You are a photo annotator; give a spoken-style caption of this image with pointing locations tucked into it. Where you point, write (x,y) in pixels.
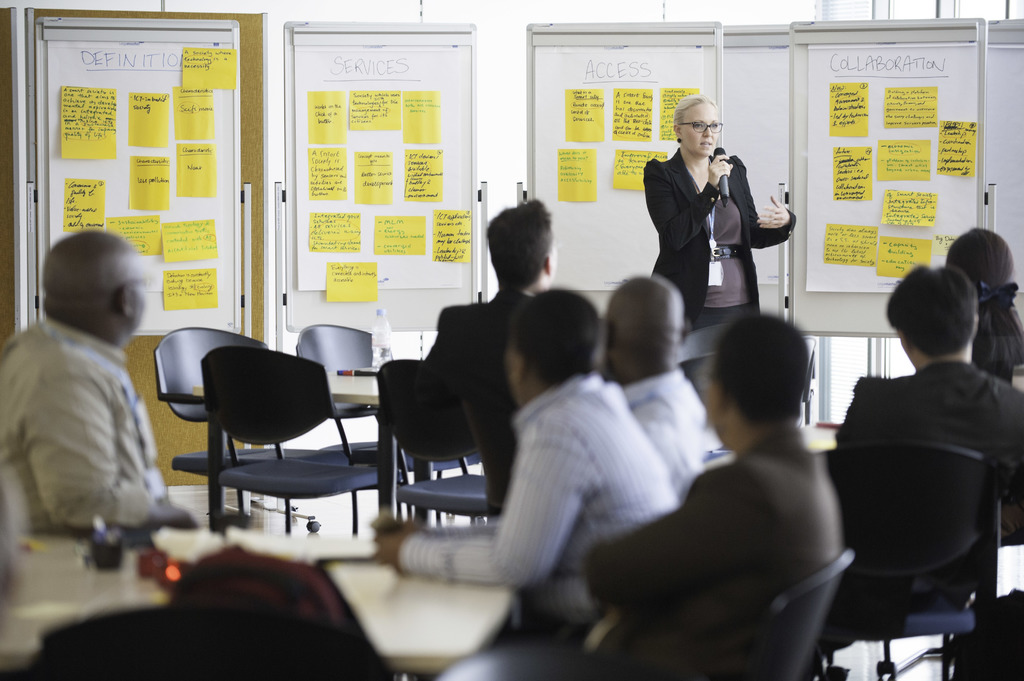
This picture is clicked inside a room (841,376). There are few people (758,416) sitting on chairs (909,524) at the table (435,583). There is a woman (662,251) standing and holding a microphone (725,186) in her hand (720,174) and addressing the crowd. Behind her there are boards (472,109) and papers (848,128) sticked to it. In the background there is wall (270,149).
